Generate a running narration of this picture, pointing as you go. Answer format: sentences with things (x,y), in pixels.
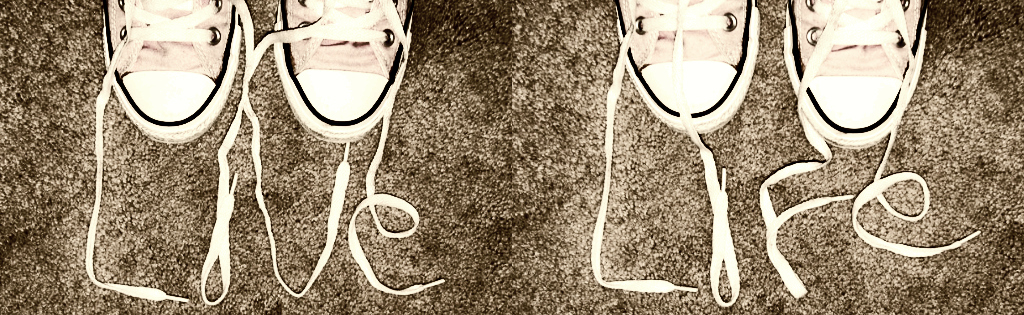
In the image there are two pairs of white canvas shoe (173,69) on the carpet (553,174).
